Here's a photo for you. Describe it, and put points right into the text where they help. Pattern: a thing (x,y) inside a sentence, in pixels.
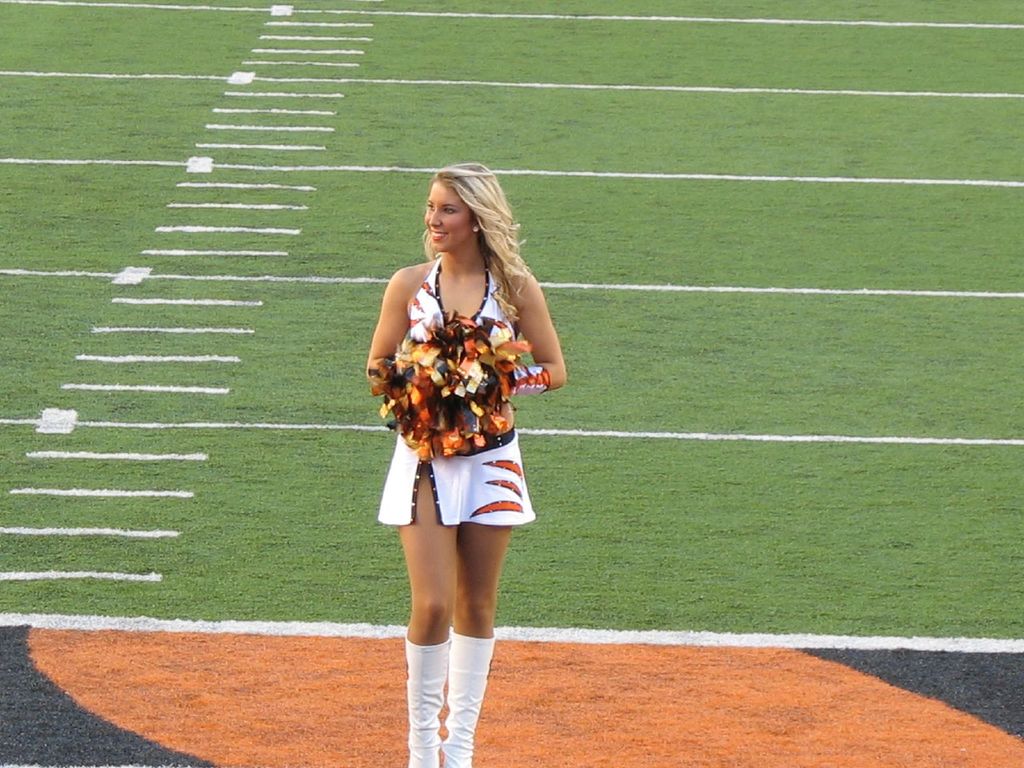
There is a woman (507,467) holding glitter flowers (464,380) in the foreground area of the image (418,388), it seems like a ground (172,256).
